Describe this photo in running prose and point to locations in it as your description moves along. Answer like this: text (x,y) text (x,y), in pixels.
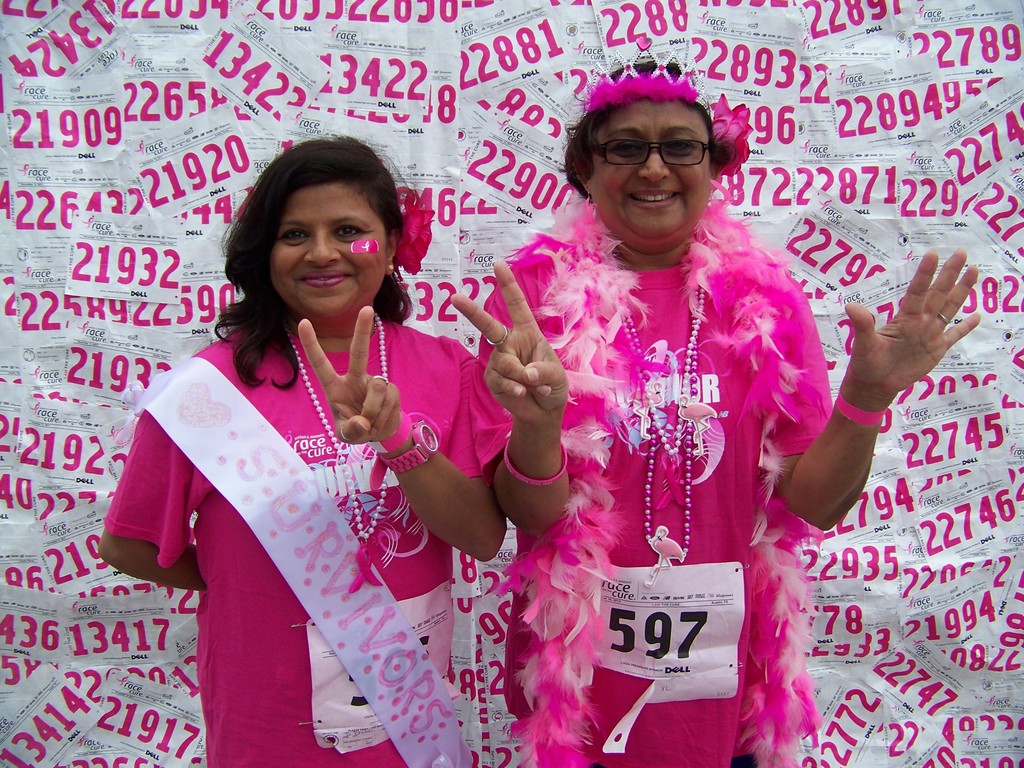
In this picture i can see two women (350,503) are standing together and smiling. These women (538,546) are wearing pink color dress (654,488) and necklaces (363,552). The woman (595,505) on the right side (708,218) is wearing spectacles (629,156) and crown (658,94). In the background (469,92) i can see papers (204,320) on which i can see numbers (35,737).
